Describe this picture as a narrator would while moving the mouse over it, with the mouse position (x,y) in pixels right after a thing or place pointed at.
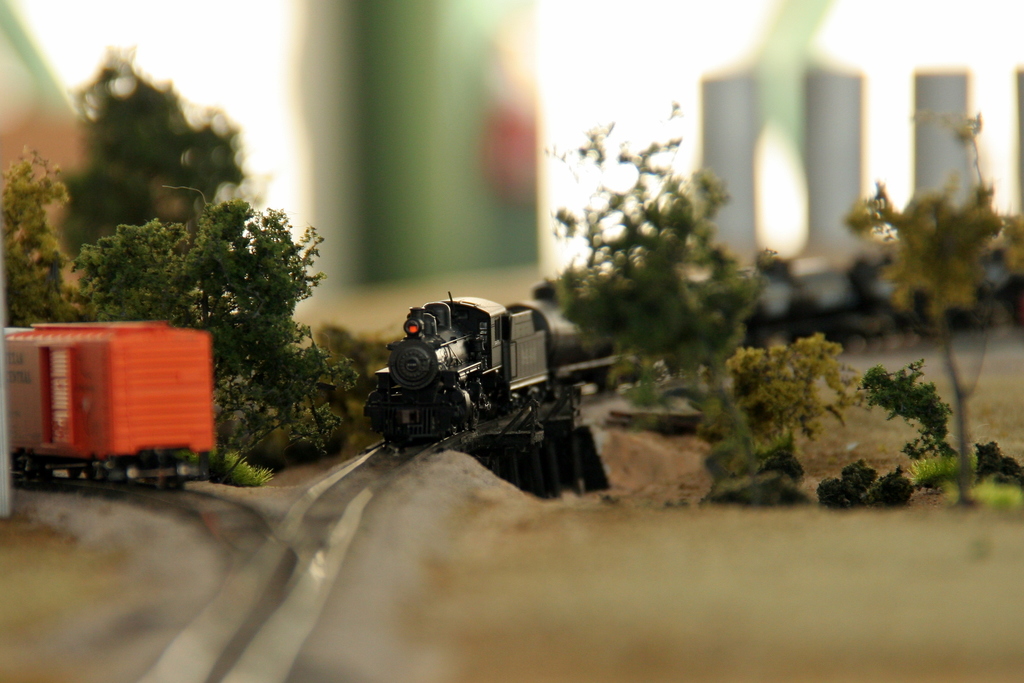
In this picture I can see toy trains (161,385) on the toy railway tracks (115,499), there are trees (569,266), and there is blur background (371,216).
